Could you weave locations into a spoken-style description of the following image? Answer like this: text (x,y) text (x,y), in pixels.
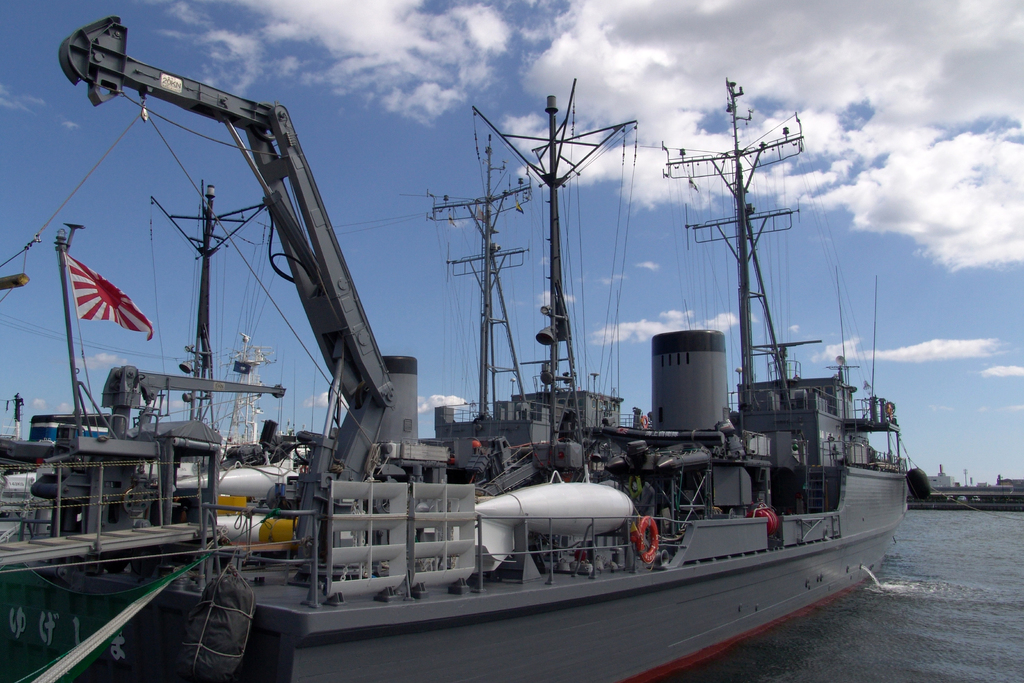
In this picture we can see the ships (253,667), poles (485,293), wires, flag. On the right side of the image (945,566) we can see the water (953,537), buildings (961,485), poles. At the top of the image (461,105) we can see the clouds (949,231) in the sky (29,299).
